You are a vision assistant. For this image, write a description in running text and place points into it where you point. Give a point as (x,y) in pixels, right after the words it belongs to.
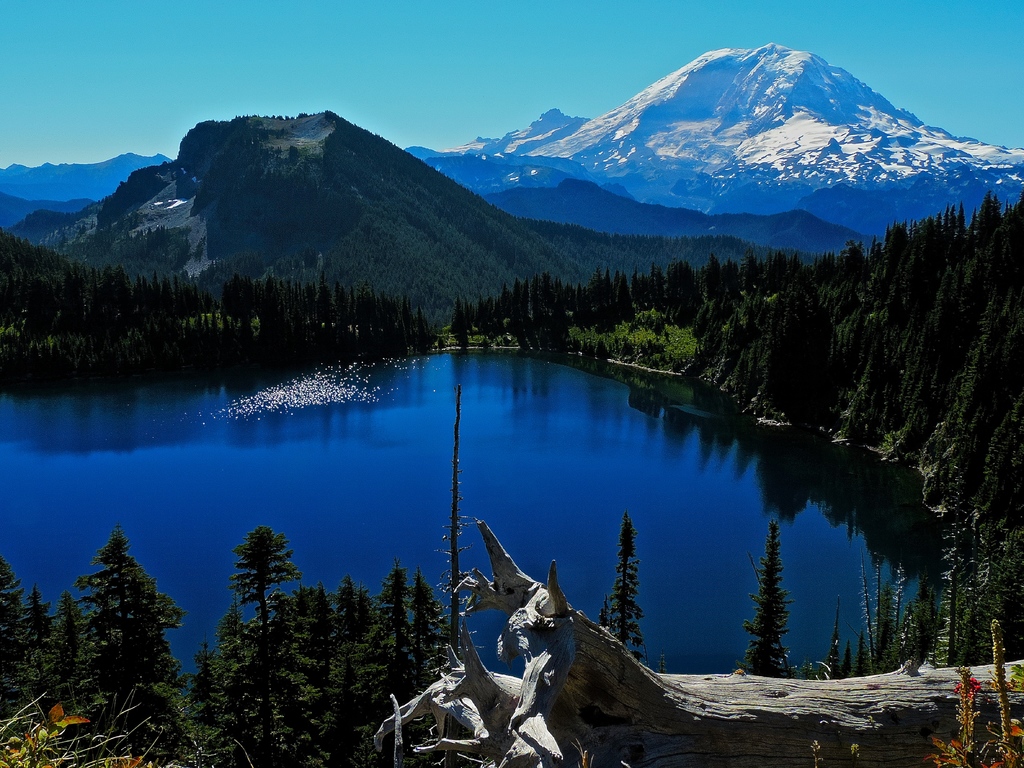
In this image, we can see so many trees (1019,281), lake (661,544), tree trunk (933,680). Background (981,178) we can see few mountains (354,213). Top of the image (434,85), there is a clear sky (549,63).
